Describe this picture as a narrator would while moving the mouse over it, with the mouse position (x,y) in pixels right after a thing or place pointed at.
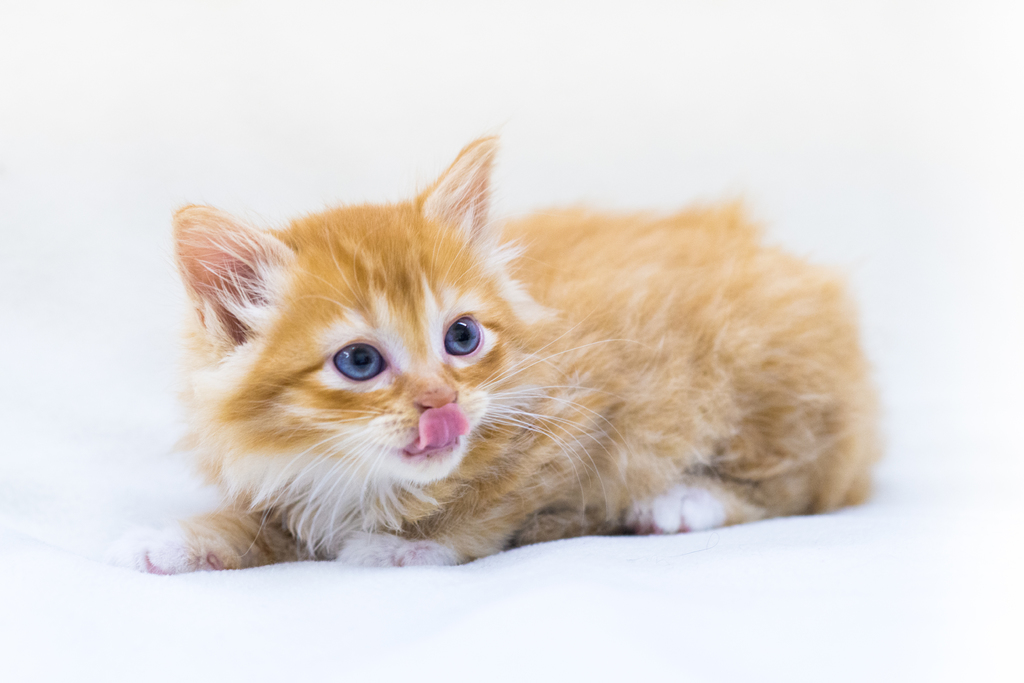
In this image I can see a cat (543,384) which is brown, cream, blue and pink in color is laying on the white colored surface (519,567). I can see the white colored background (682,158).
